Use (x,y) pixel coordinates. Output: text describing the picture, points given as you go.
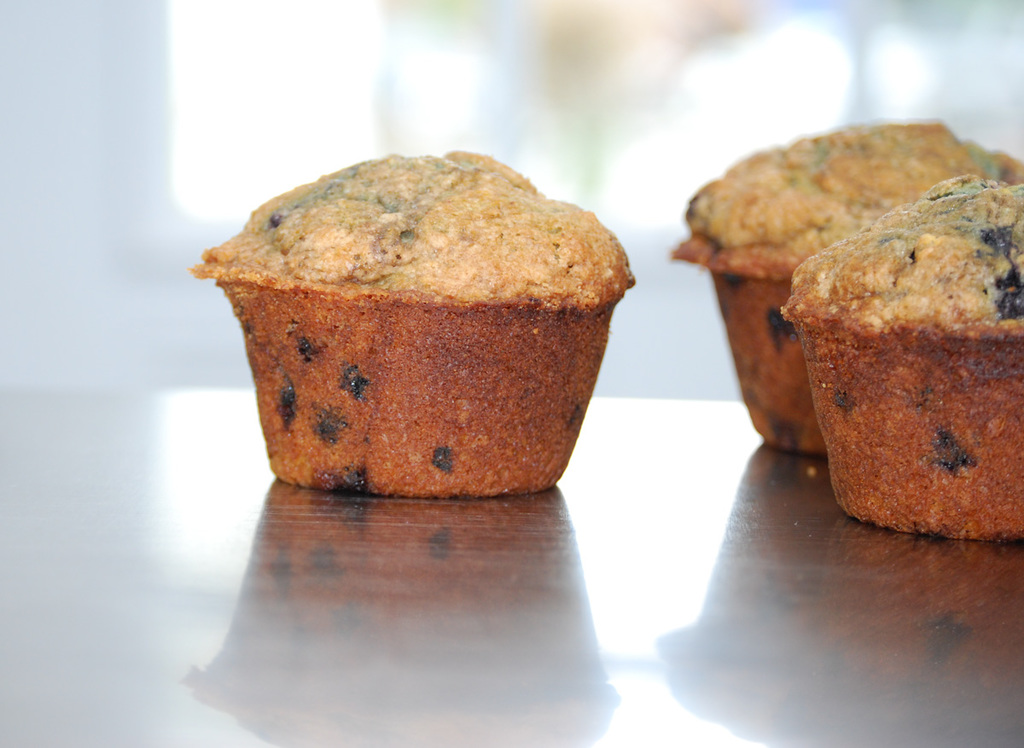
In this picture we can observe some food (497,264) placed on the table (504,517). The food (287,460) is in brown color. There are looking like cupcakes (788,311).
